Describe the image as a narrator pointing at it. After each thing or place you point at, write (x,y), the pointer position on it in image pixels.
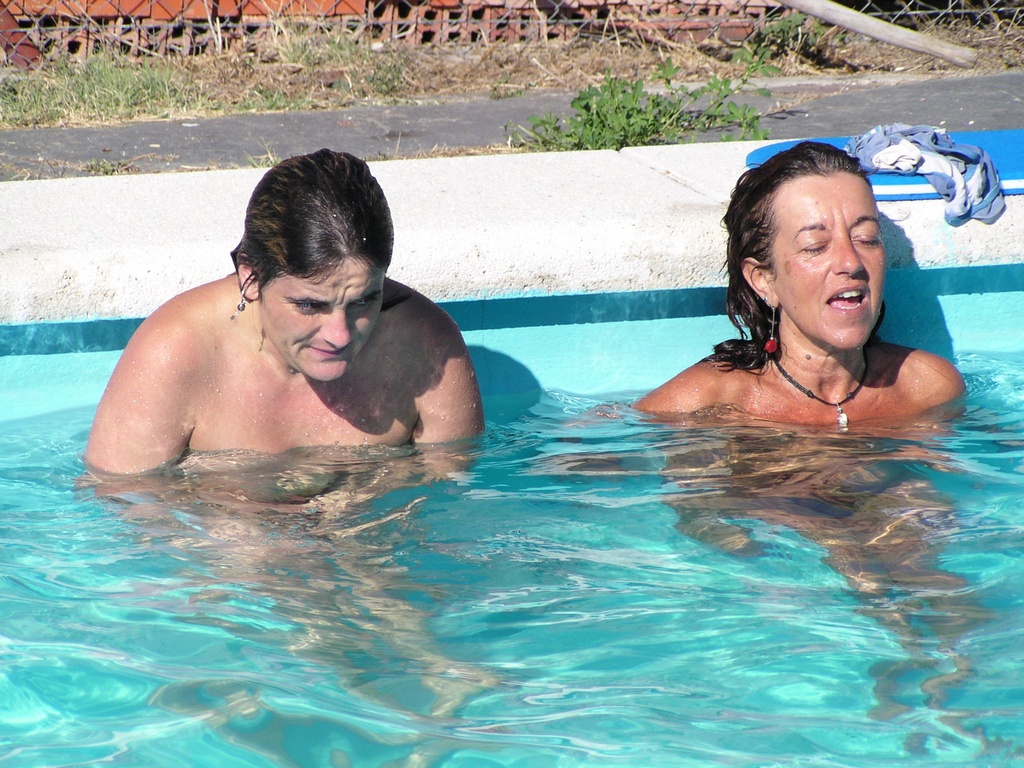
In the foreground (510,538) I can see two persons (914,491) in the water (436,502) and I can see pool edge (515,199). In the background (636,107) I can see grass (677,65), plants (619,110), bricks (521,1) and a wire fence (194,26). This image is taken, may be during a day.
